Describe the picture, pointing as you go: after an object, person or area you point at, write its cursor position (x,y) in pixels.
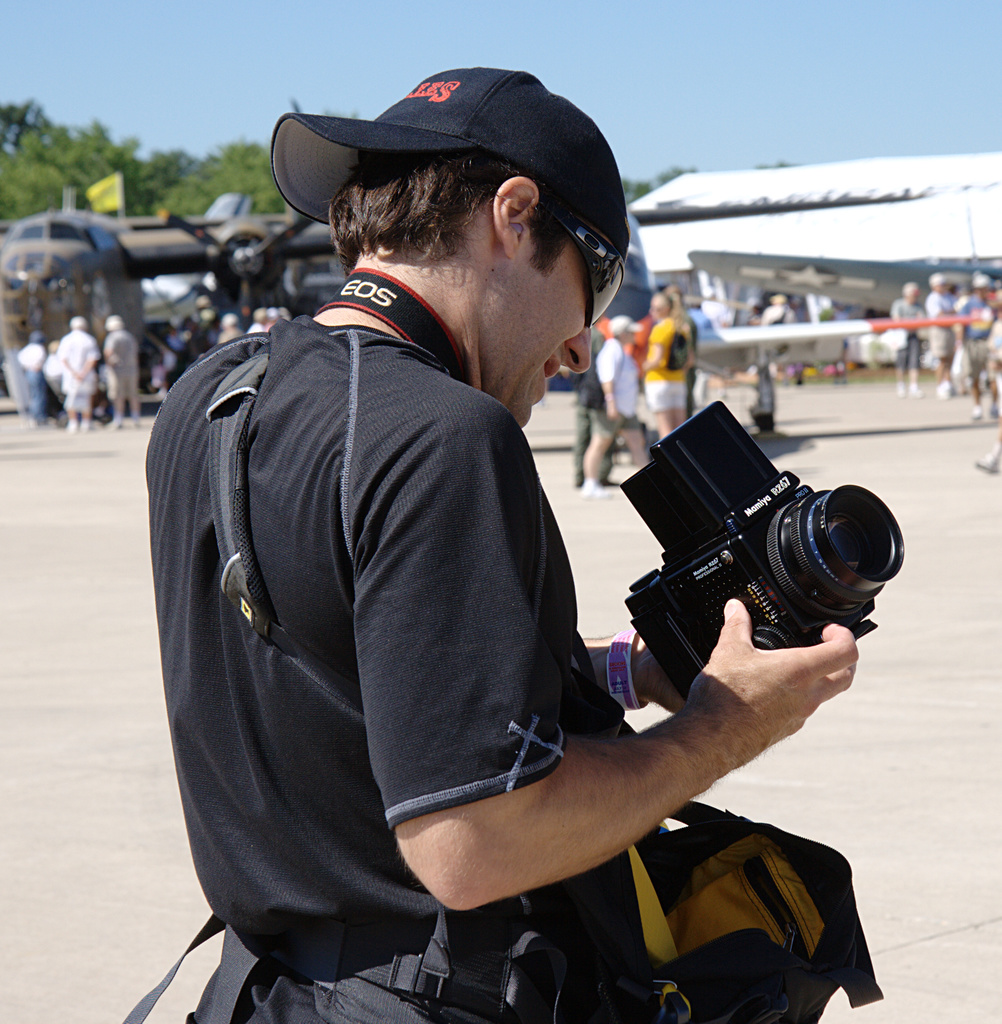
In the picture we can see a man (570,718) standing on the concrete surface (997,667), he is with a black T-shirt (553,725) and holding a camera (883,572) and wearing a black cap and far away from him we can see some people (973,306) are standing and some people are walking and behind them we can see some trees (268,211) and sky (205,67).
